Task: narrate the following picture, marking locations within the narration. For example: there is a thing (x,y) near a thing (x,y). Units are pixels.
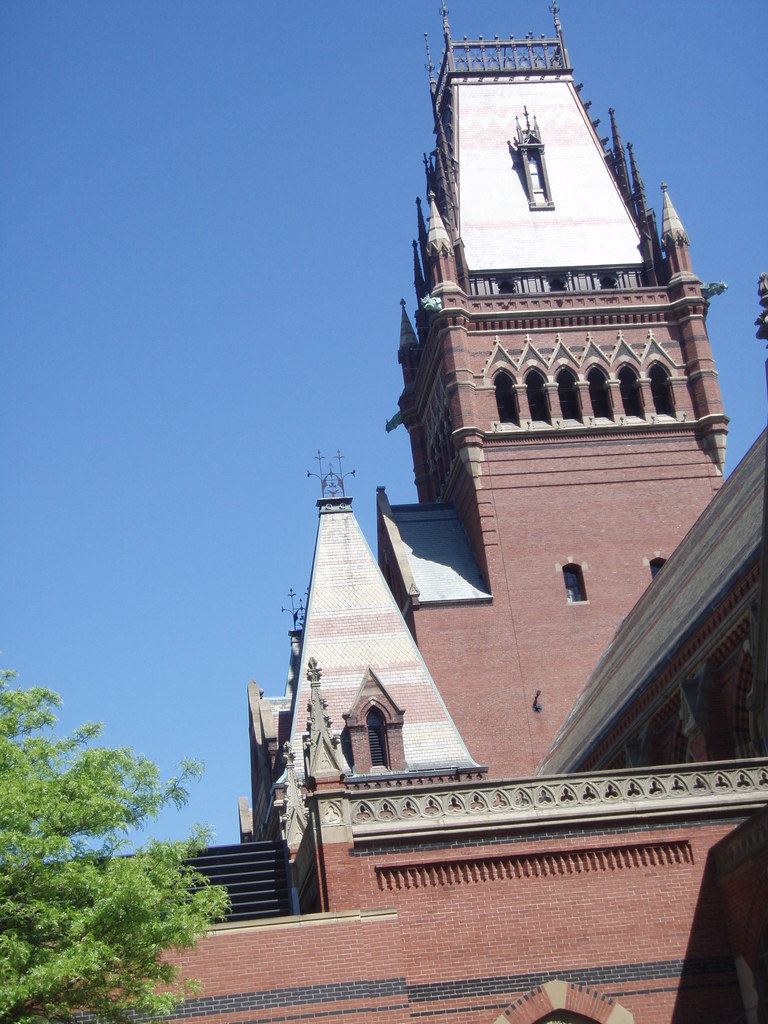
This picture is clicked outside. On the right (630,287) we can see a building (502,215) and on the left (116,886) there is a tree (155,801). In the background (210,424) there is a sky (152,573).
